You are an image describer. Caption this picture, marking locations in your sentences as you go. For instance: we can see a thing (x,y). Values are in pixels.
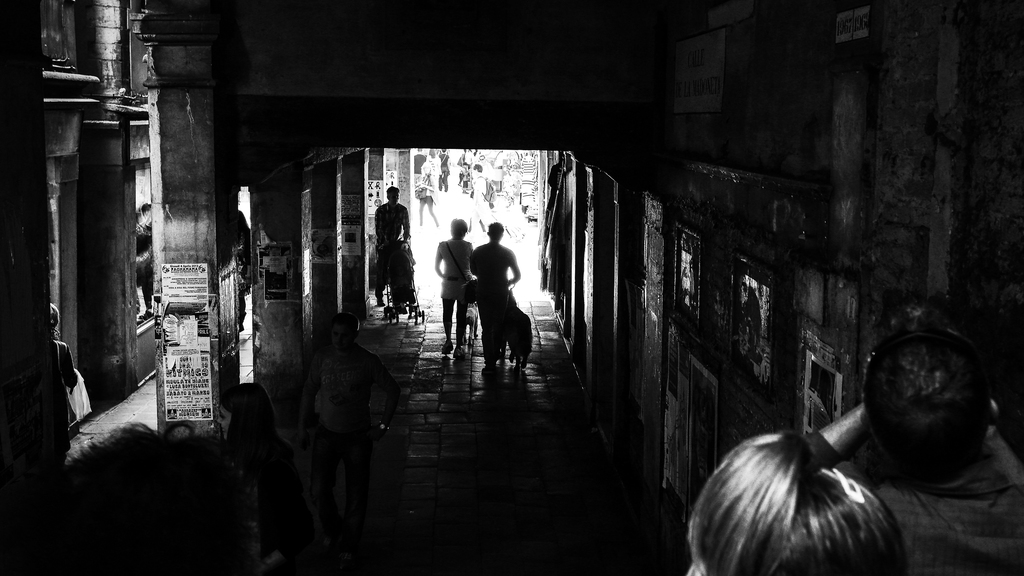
In this image there are a few people (383,276) walking in a building (654,361).
